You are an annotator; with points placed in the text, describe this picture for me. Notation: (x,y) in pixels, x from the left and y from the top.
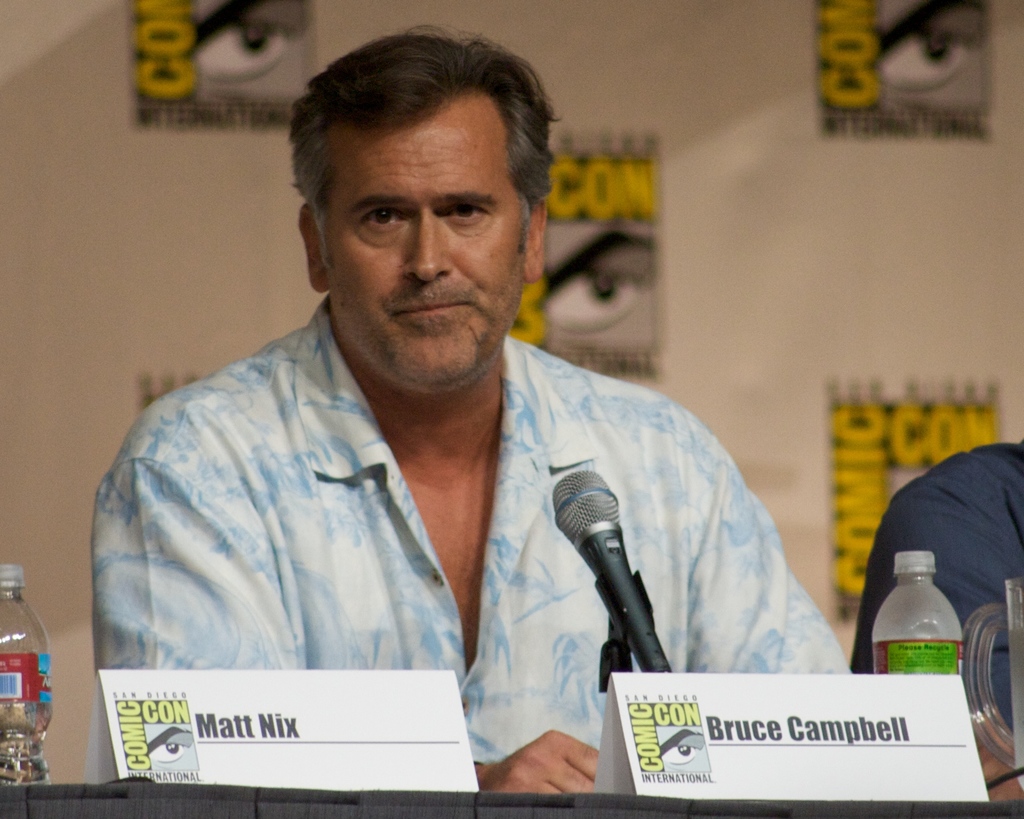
There is a man (318,431) sitting on the table (598,800) with a mic (629,567) in front of him and there are two labels (395,718) named Matt nix, Bruce Campbell on top of it. There are even water bottles (928,605) on the table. In the background (230,64) there are few posters (263,54).
